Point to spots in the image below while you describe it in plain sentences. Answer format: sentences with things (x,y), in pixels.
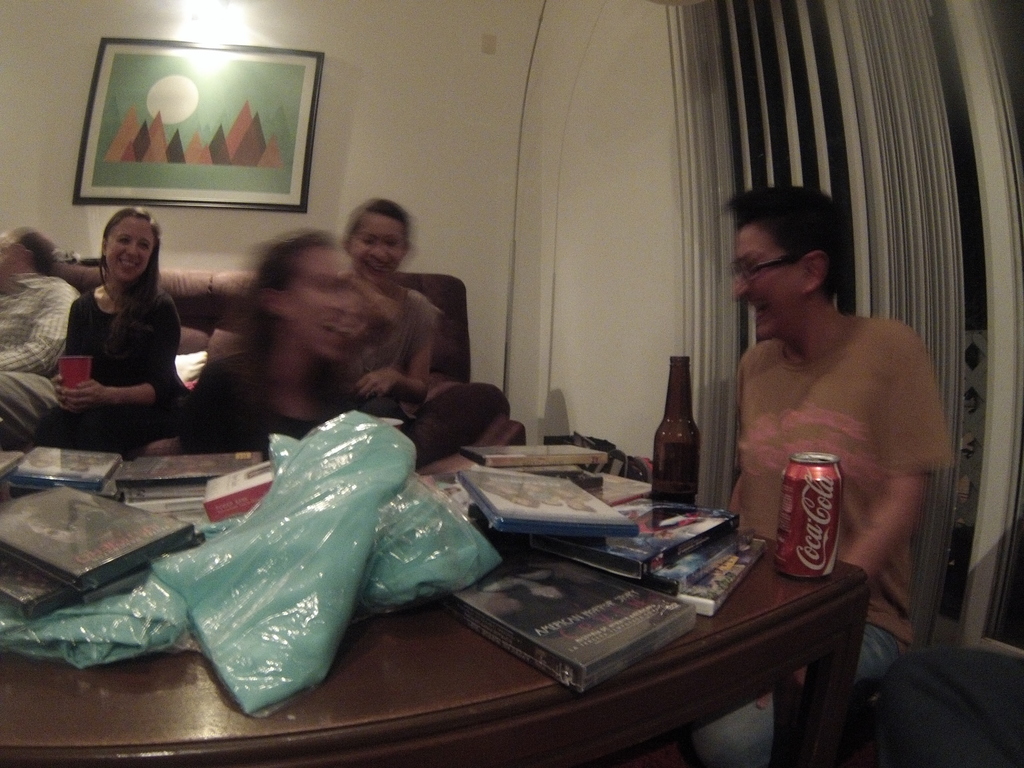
This picture is clicked inside the house (214,262) where a group of persons (171,313) are sitting and having smile on their faces (329,308). In the center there is a table (425,679). On the table (378,635) there are packets (324,600), cassette (107,546), bottle (668,471) and Coca Cola can (814,521). In the background (185,91) there is a frame (203,92) hanged on the wall (411,90). The person (875,390) at the right side (879,444) is seen squatting on the floor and is having smile on his face (773,293). The woman (137,340) at the left side (146,354) sitting on the sofa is having smile on her face (126,261) and is holding a glass (77,375).
